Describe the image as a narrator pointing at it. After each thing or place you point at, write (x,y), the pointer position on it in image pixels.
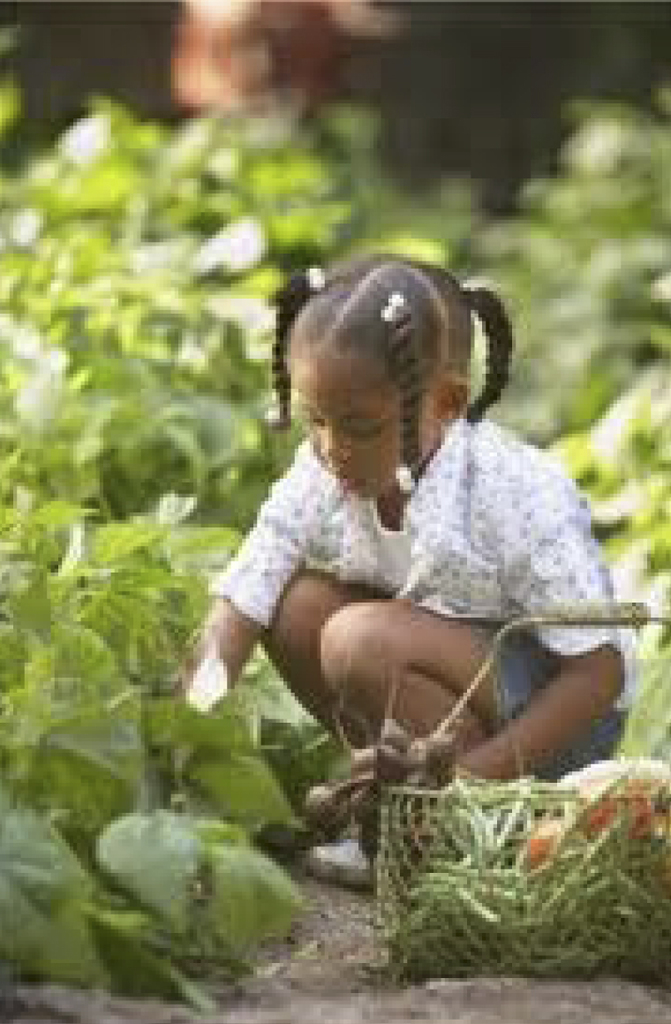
In the middle of the image (230,618) a girl (572,677) is sitting and there is a basket (650,906). Behind the girl (345,858) there are some plants (621,171). Background of the image (628,163) is blur.
